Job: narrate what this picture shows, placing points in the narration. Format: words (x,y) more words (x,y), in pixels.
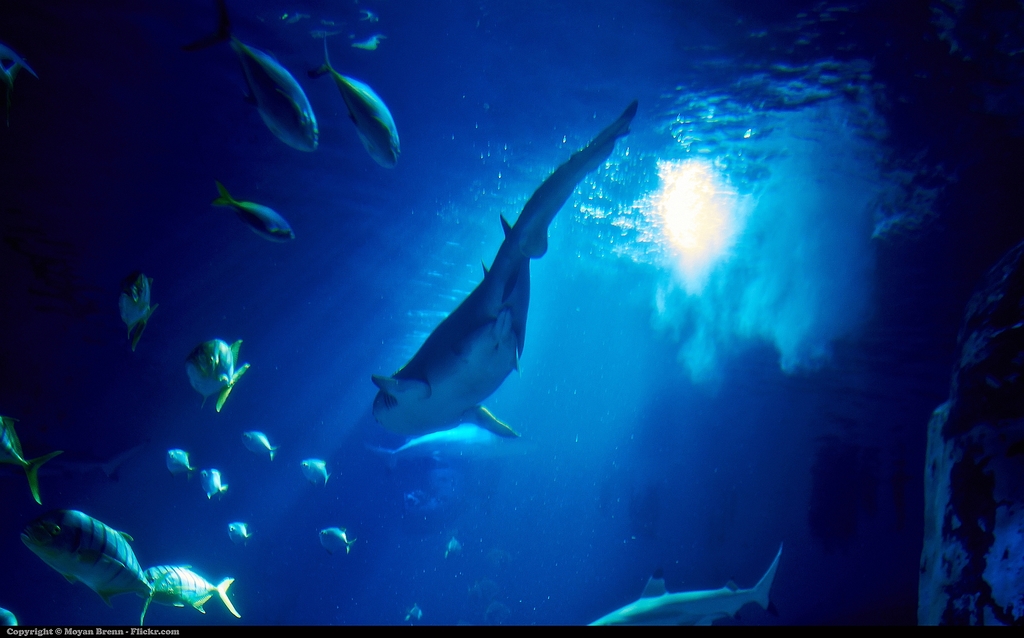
In the center of the image (500,255) there is fish (421,429) underwater. On the left side of the image (264,213) we can see fishes (244,209). In the background (458,173) there is water (673,344).
